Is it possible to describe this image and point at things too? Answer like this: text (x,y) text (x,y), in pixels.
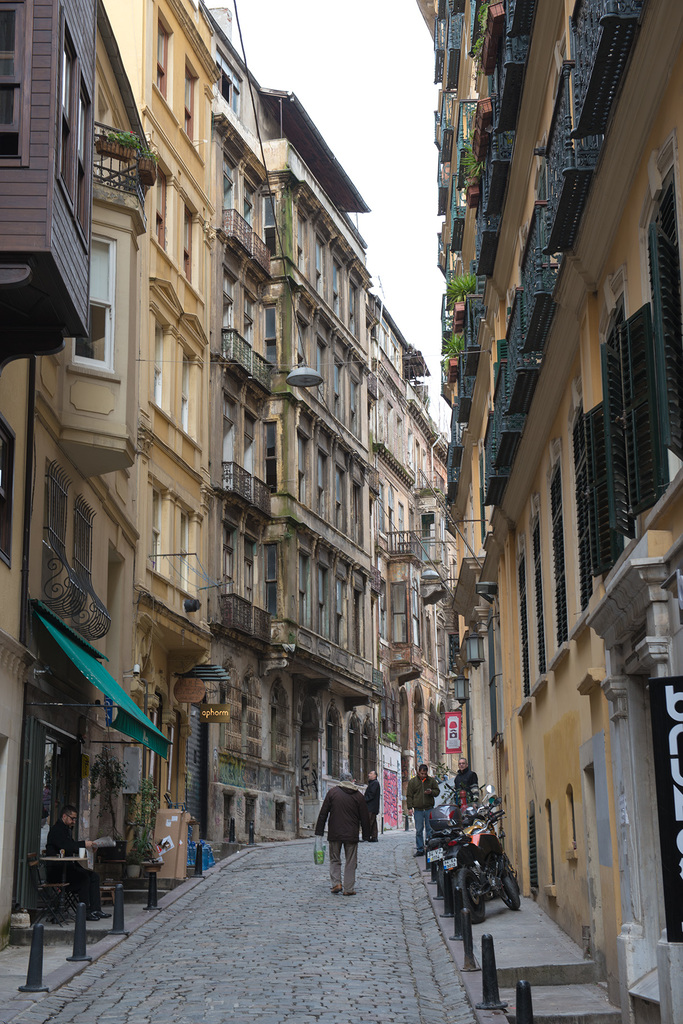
In the picture I can see the buildings (277,417) on the left side (129,436) and the right side (463,222) as well. I can see the road (387,893) at the bottom of the image (314,922) and I can see a few persons (462,759) on the road (323,895). I can see the motorcycles (486,827) on the side of the road (435,873) on the right side (480,881). I can see a man (92,901) sitting on the chair (49,911) and he is on the bottom left side (69,907).
